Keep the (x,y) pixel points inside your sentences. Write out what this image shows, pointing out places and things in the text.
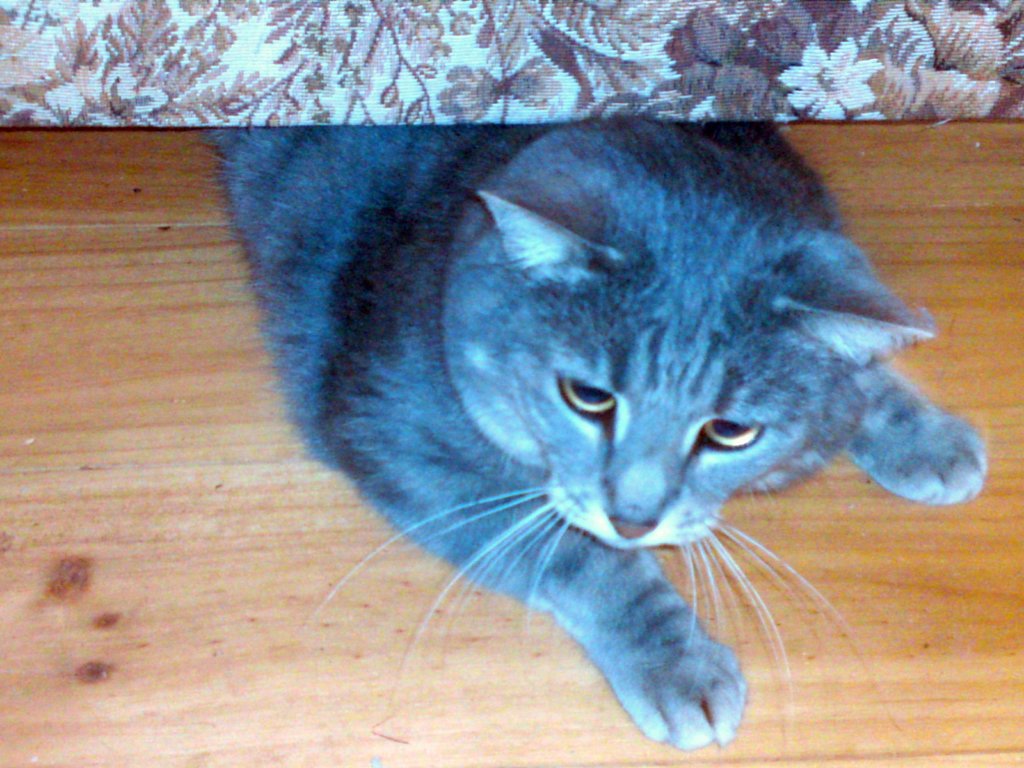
In this image there is a cat (482,318) on the wooden floor (210,589). Top of the image (254,94) there is a cloth (316,60).
